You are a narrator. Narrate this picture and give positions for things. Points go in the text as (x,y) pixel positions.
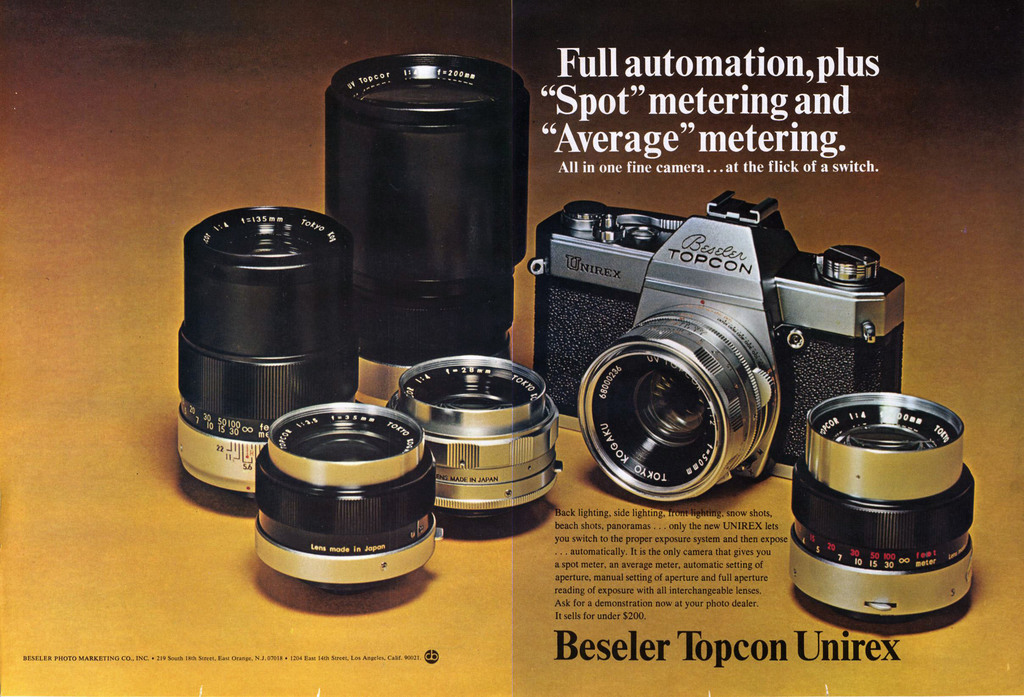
In this picture there is a poster (482,553). In the poster (665,439) we can see the camera (763,299) and lenses (426,409). On the right (705,546) we can see an article (733,533) about the camera (755,312).
